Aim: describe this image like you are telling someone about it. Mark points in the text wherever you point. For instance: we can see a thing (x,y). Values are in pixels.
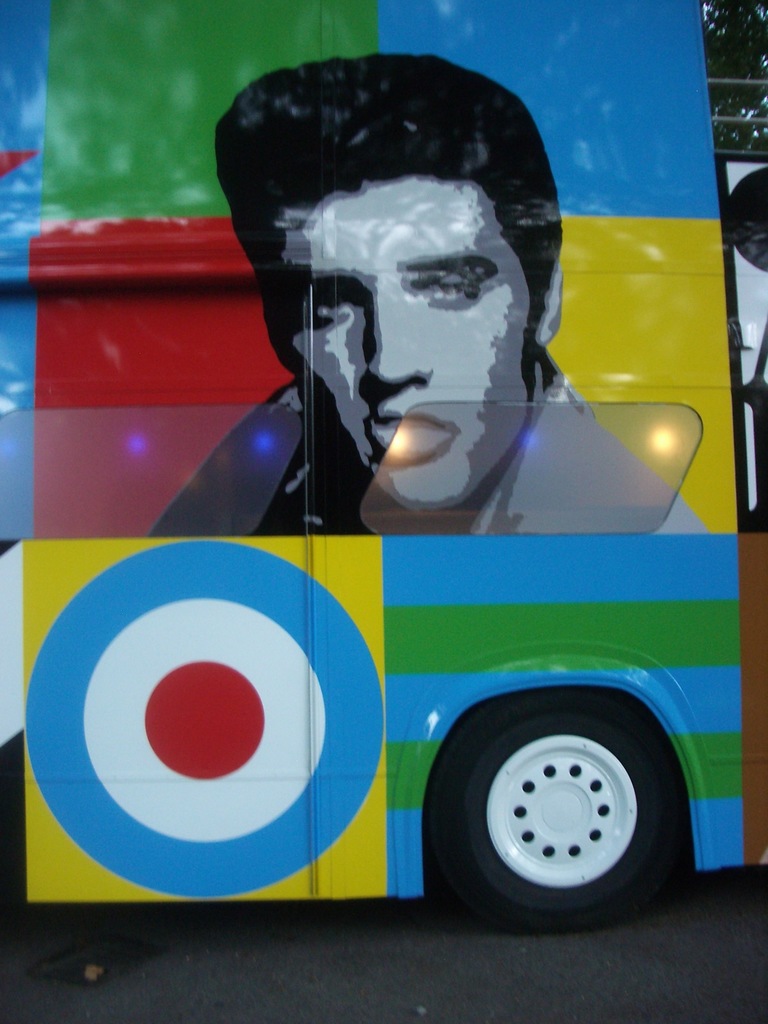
In this picture there is a bus (167,57) in the center of the image (396,682), on which there is a graffiti (201,382).
